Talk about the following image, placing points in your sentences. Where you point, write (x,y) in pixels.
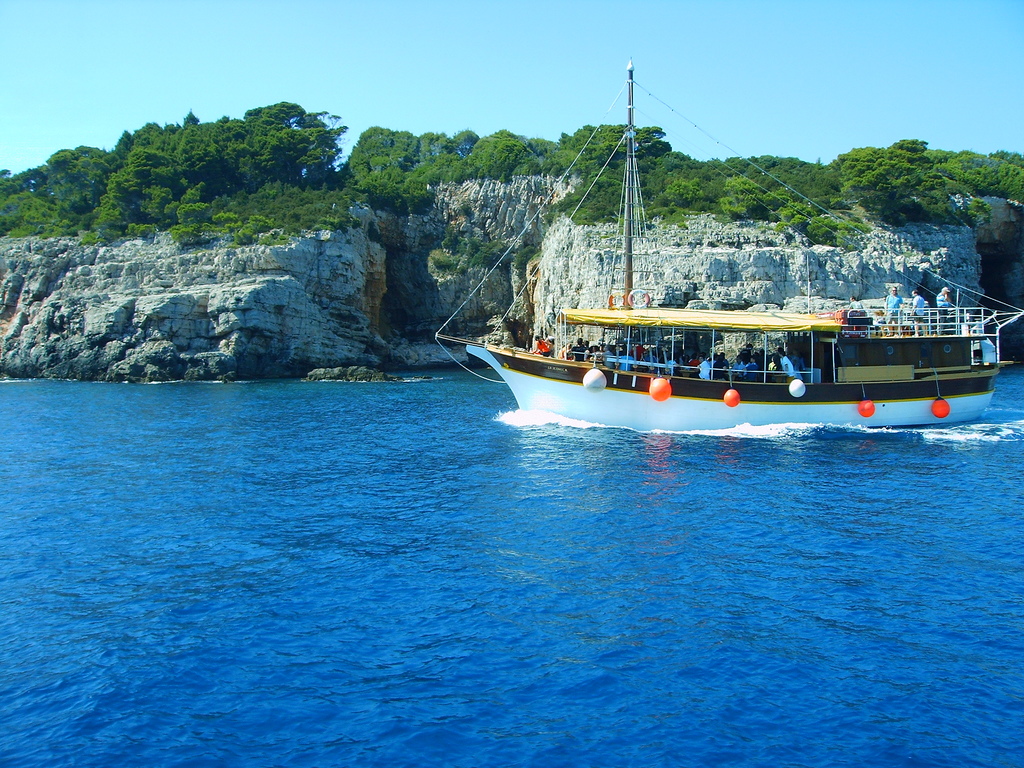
In this image there is the sky (649,58) towards the top of the image (892,82), there is a hill (879,227), there are trees (326,183) on the hill (438,186), there is the water (397,574), there is a ship (561,364) on the water (626,484), there are persons (745,359) in the ship (689,344), there are objects (732,396) that looks like balloons (798,391) are attached to the ship (866,398).
